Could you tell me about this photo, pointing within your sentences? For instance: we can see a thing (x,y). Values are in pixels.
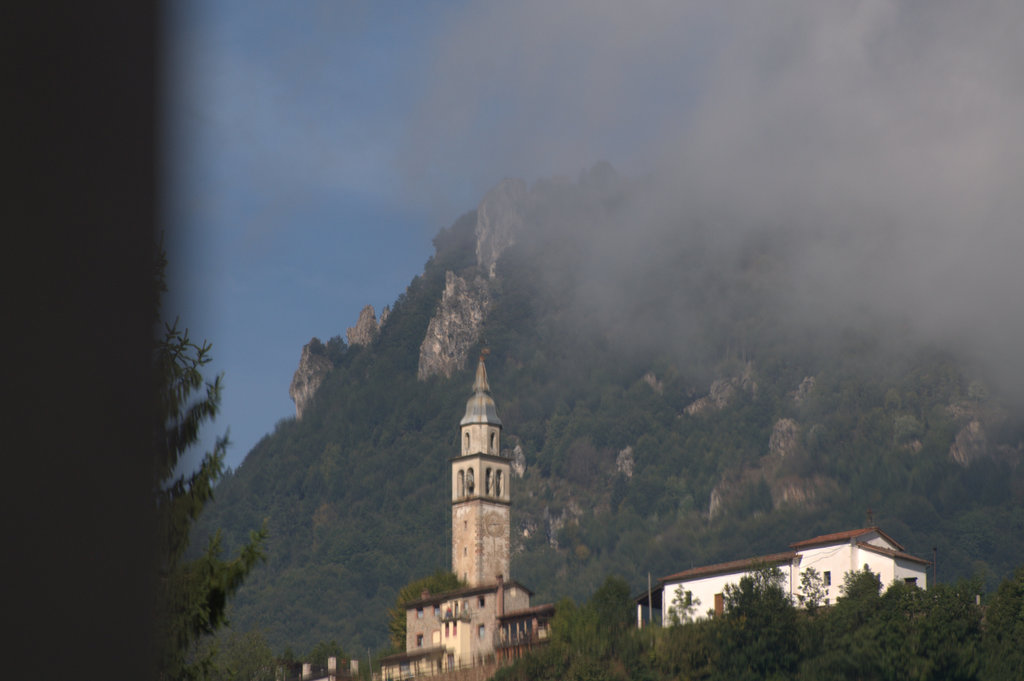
In this image I can see few buildings (787,593) in white and brown color. Background (545,481) I can see the trees (399,504) in green color and the sky (372,186) is in blue color.
